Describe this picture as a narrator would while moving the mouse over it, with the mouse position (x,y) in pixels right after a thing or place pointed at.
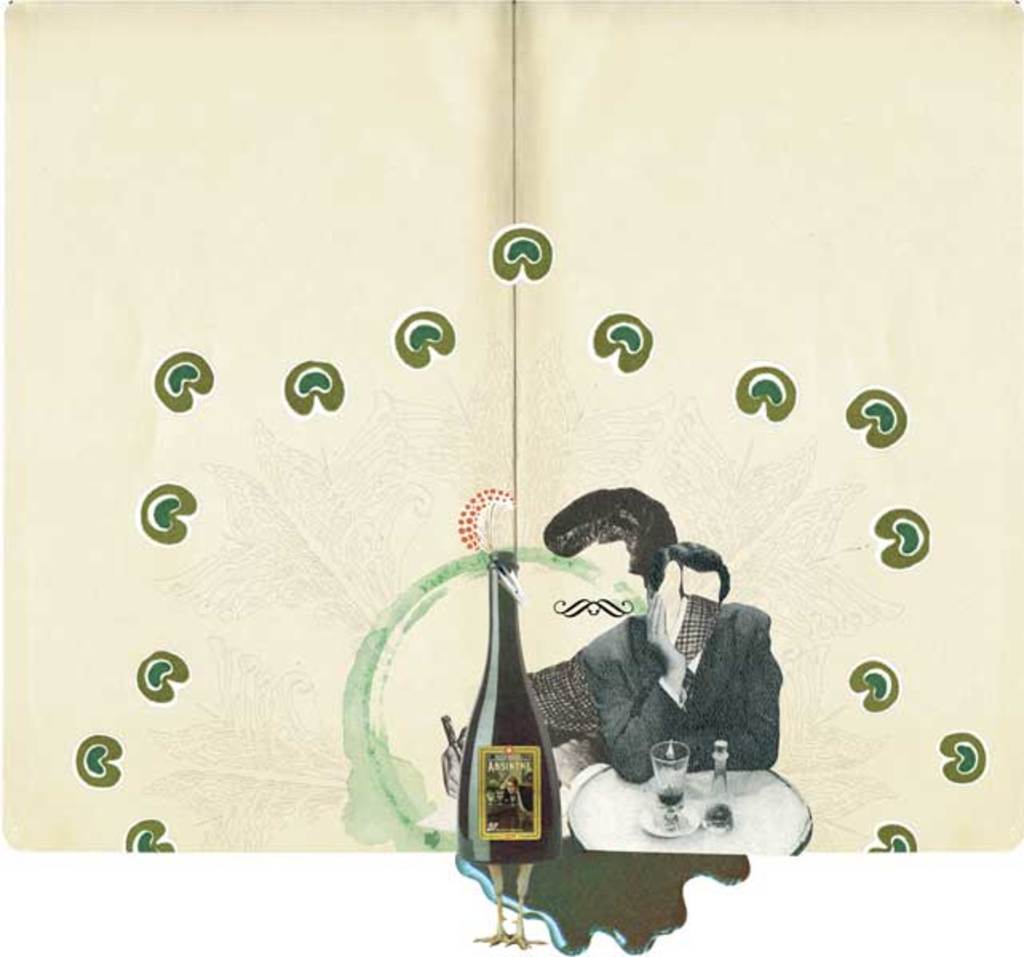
In this picture I can see a painting (997,680) and I can see a man (722,714) seated and I can see a glass (656,803) and a bottle (726,753) on the table (795,823) and I can see an absinthe bottle (465,849).
